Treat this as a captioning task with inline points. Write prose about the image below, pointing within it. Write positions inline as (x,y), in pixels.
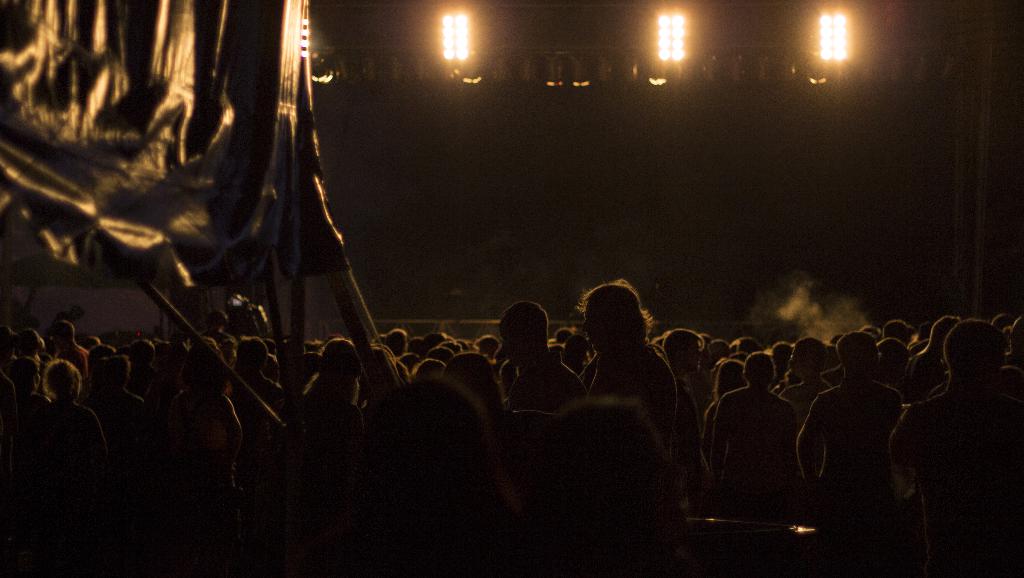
In this picture there are people (752,363) at the bottom side of the image (741,434) and there is a canvas (187,104) in the top left side of the image (152,139), there are lights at the top side of the image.
